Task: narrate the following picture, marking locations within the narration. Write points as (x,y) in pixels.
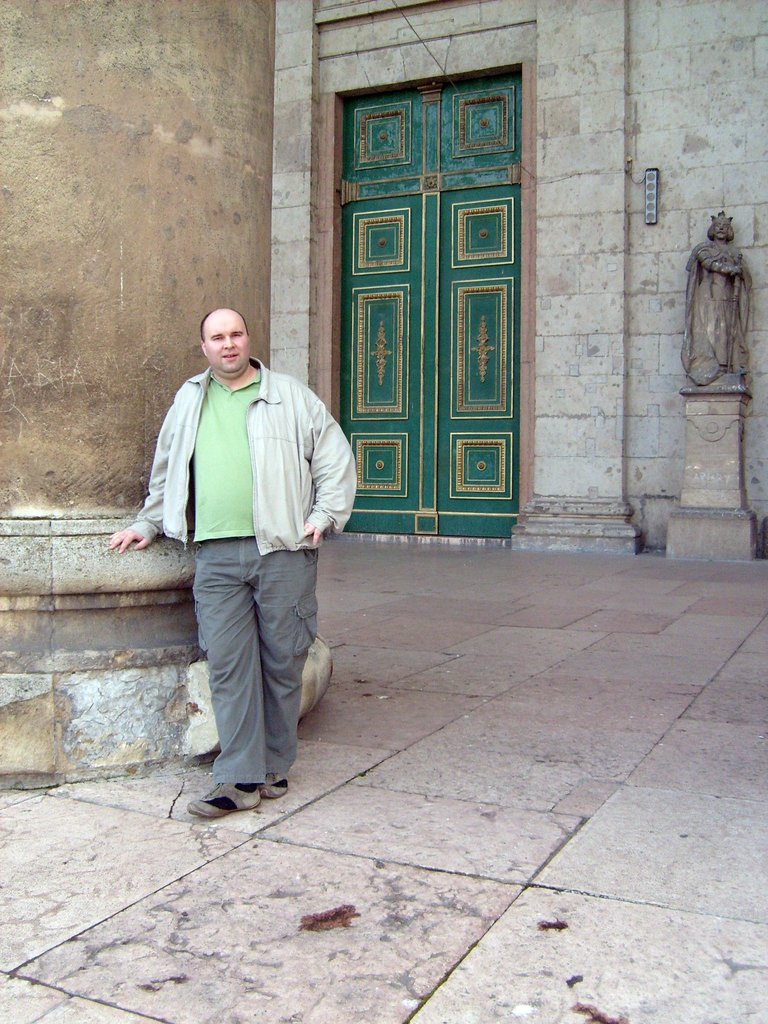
In this image we can see a man (259,713) standing. On the left (66,507) there is a pillar (74,143). In the background (594,415) there is a wall (584,385), door (465,432) and a sculpture (705,349).
